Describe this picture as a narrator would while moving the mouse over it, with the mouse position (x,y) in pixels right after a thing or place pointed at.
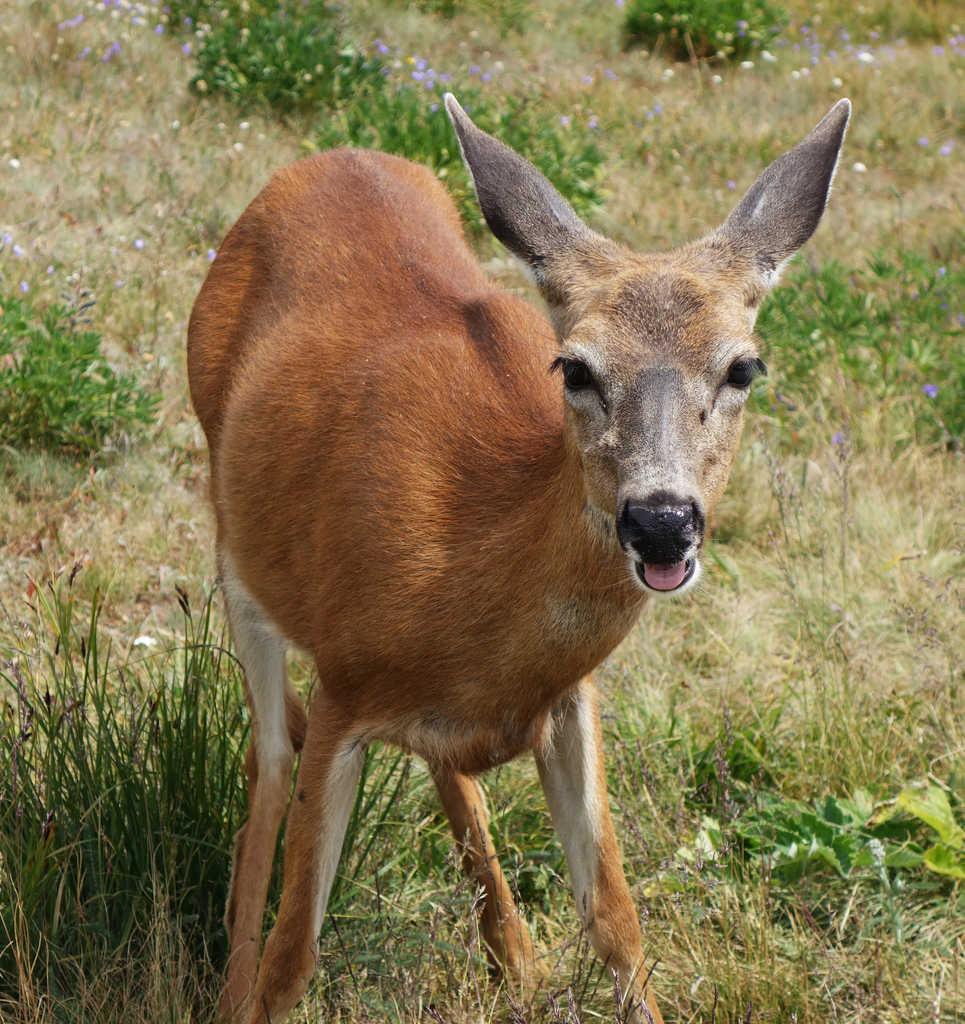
There is a deer (528,394) in the foreground area of the image (567,414) on the grassland (938,219), it seems like small flower plants (93,296) and grassland (646,237) in the background (646,237).
